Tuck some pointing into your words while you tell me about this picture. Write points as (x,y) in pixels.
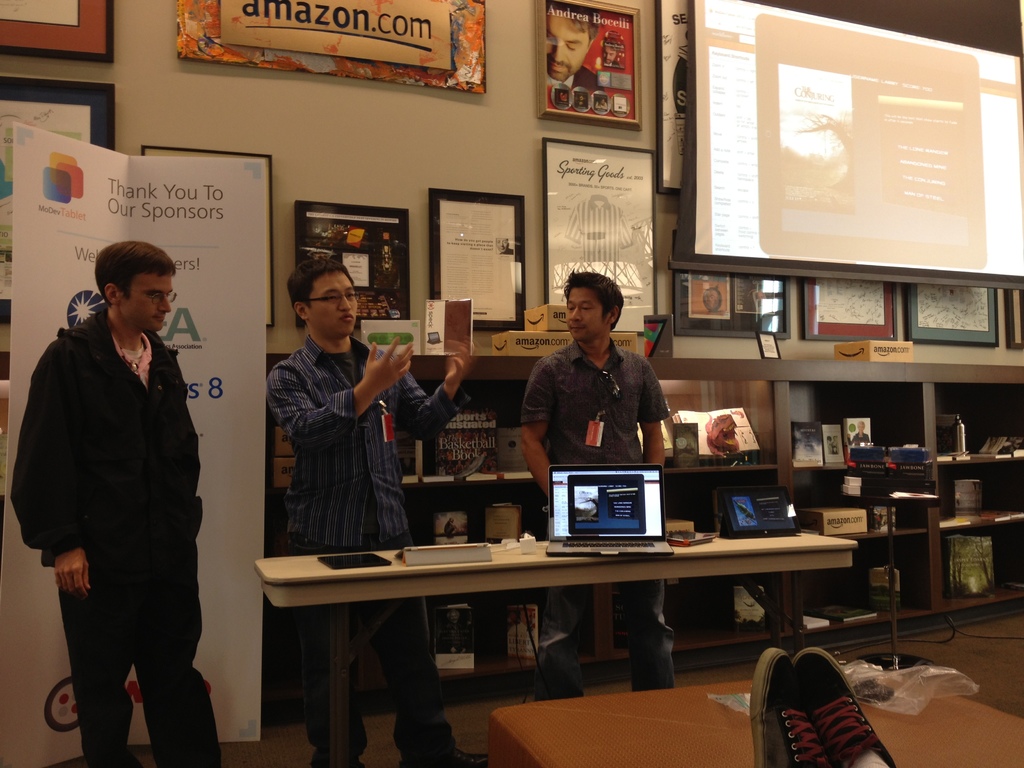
In the left bottom of the image (140,616), there is a person (135,539) standing. In the right middle of the image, there are two persons (369,395) standing. Out of which one person (378,389) is talking and another person (562,412) is standing, in front of the table (550,560) on which laptop (613,524), mobile (377,560) is kept. At the bottom of the image (837,736), there is one person's legs (812,741) are visible which are kept on the table (880,731). In the background (802,262), there is a screen (703,116) on the right topmost (891,179) and photo frames (317,47) are there on both sides of the image. In the middle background (1010,578), there are shelves (920,591) in which boxes (889,480) are kept. This image is taken inside a hall (238,126).
